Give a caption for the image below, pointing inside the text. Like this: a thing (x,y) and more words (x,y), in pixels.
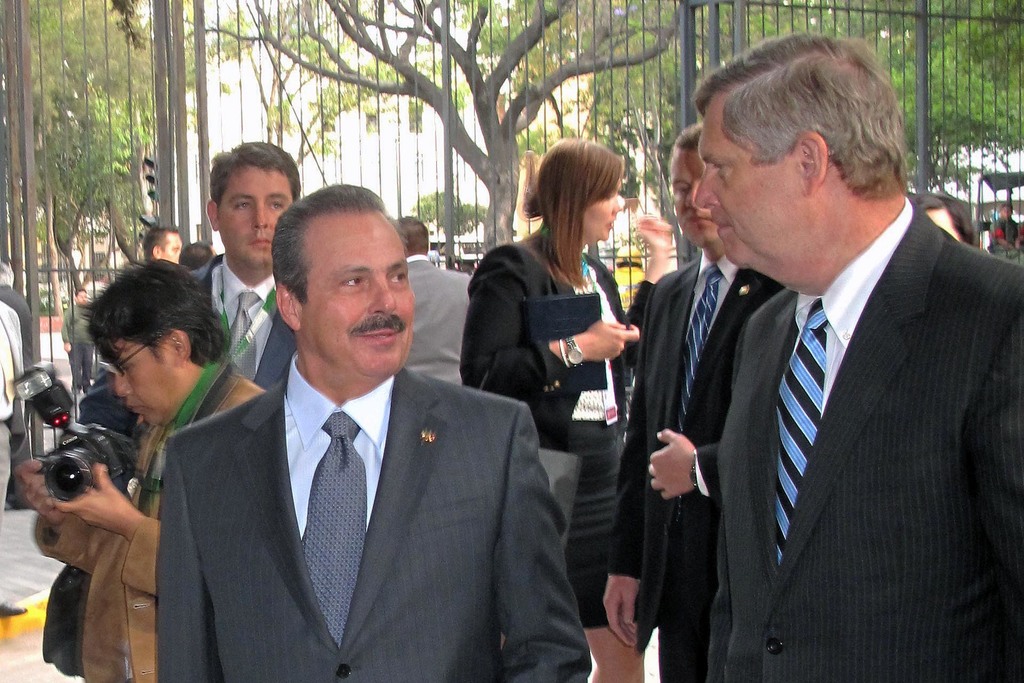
In this picture there are people (699,306) in the center of the image (511,380) and there is a man (61,504) who is standing on the left side of the image (69,470), by holding a camera (69,470) in his hands (24,489) and there are other people (581,235), trees (542,74), and a net boundary (508,84) in the background area of the image (525,74).
